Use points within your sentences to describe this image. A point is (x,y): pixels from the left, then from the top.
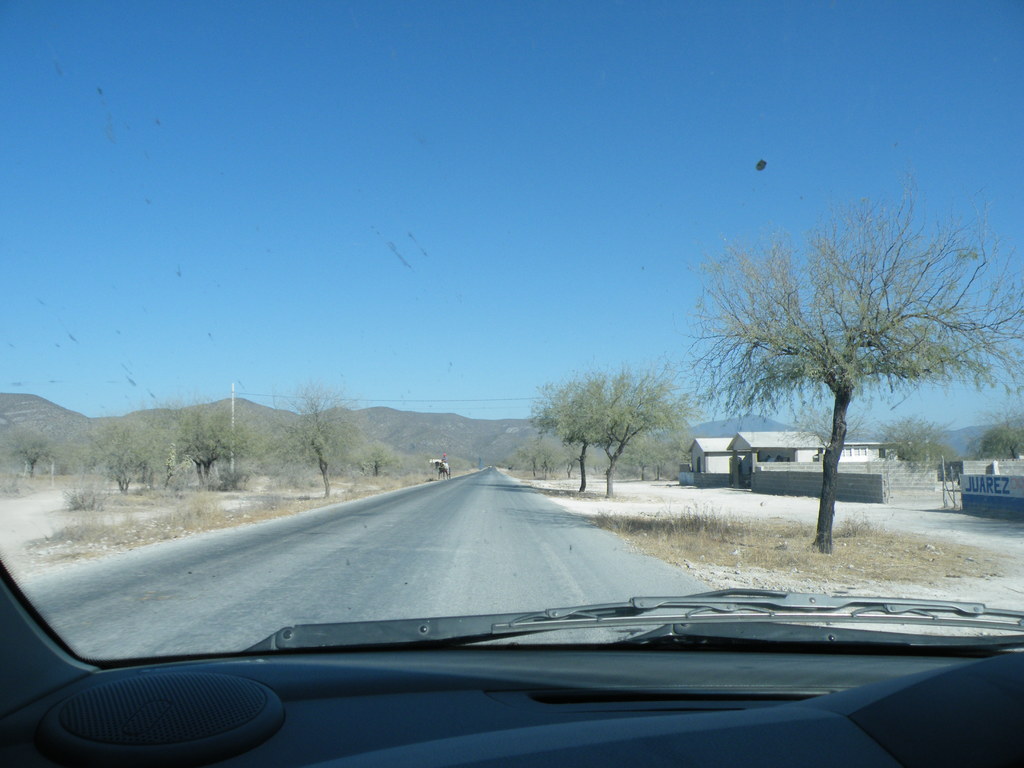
In this picture I can see trees (835,423) on the right side (749,408) and left side (177,435). I can see the road (428,557). I can see the houses (800,461) on the right side (765,446). I can see the mountains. I can see the sky (579,201).
